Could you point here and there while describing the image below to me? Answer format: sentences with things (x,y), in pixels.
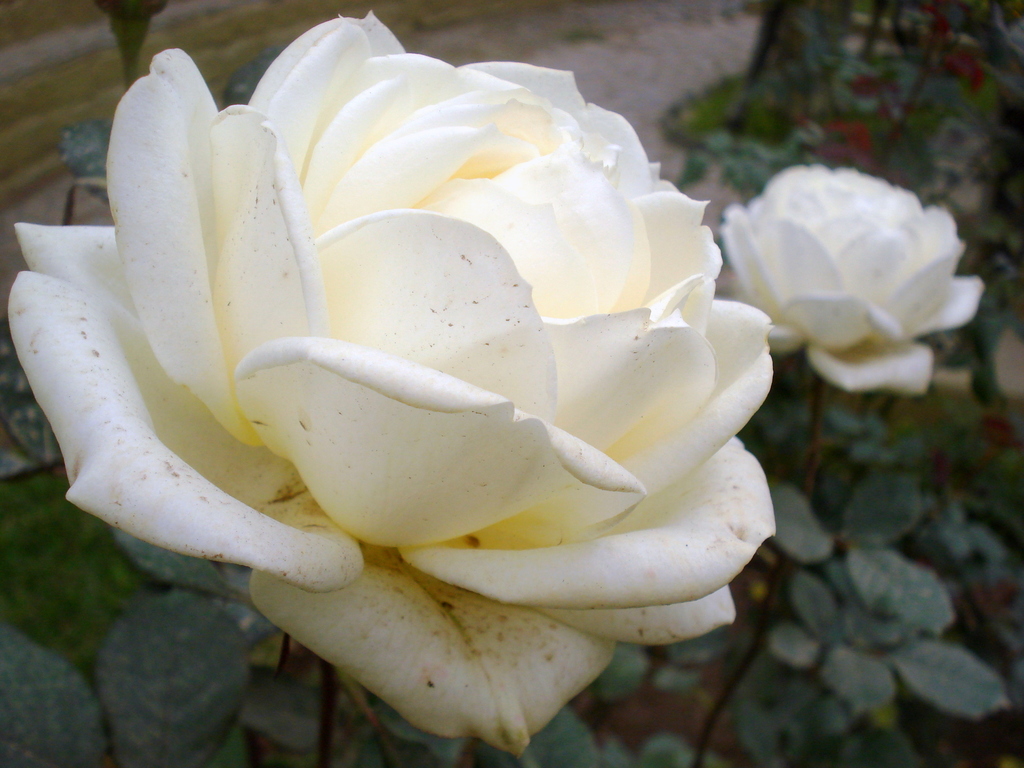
In this image, we can see two white color flowers (614,315) and we can see some green leaves (997,276).
